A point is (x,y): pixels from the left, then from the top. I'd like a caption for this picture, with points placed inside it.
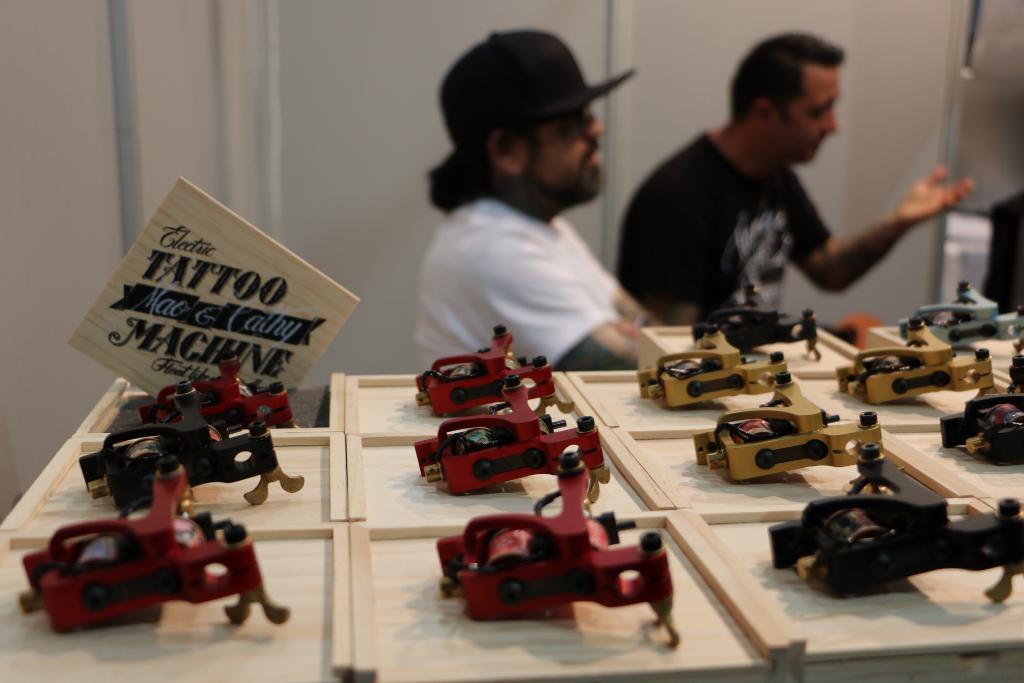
In this image, we can see few objects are placed on the wooden surface (472,651). Background (568,187) there is a blur view. Here we can see two people (726,228). One person (551,185) is wearing a cap (547,77).
